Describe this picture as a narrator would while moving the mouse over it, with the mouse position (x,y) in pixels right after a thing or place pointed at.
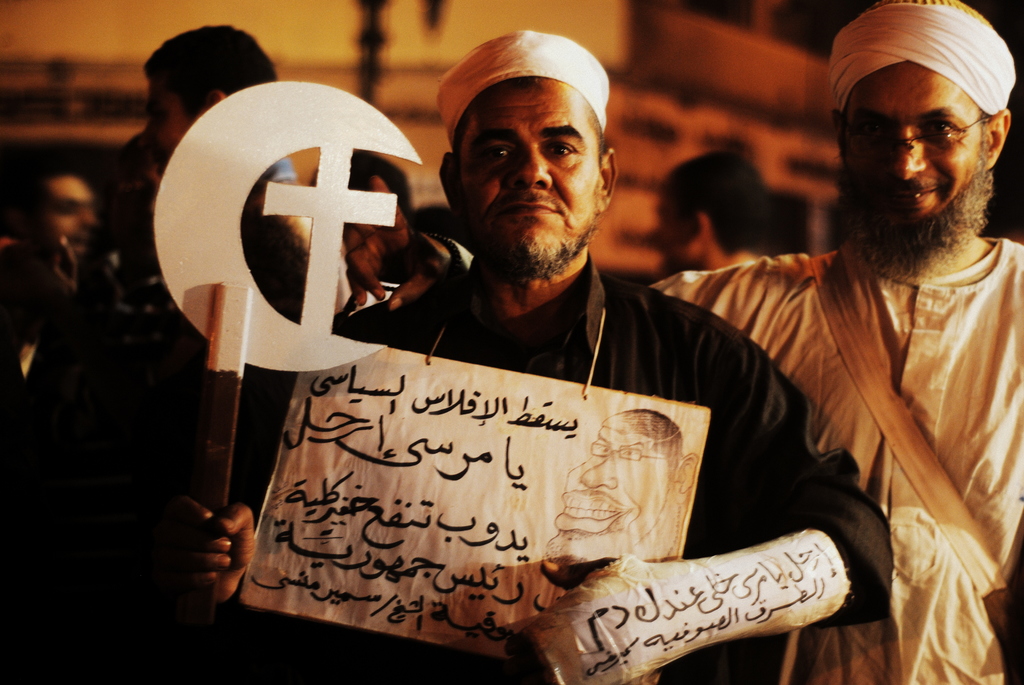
In the image few people (474,79) are standing and holding something and smiling.
